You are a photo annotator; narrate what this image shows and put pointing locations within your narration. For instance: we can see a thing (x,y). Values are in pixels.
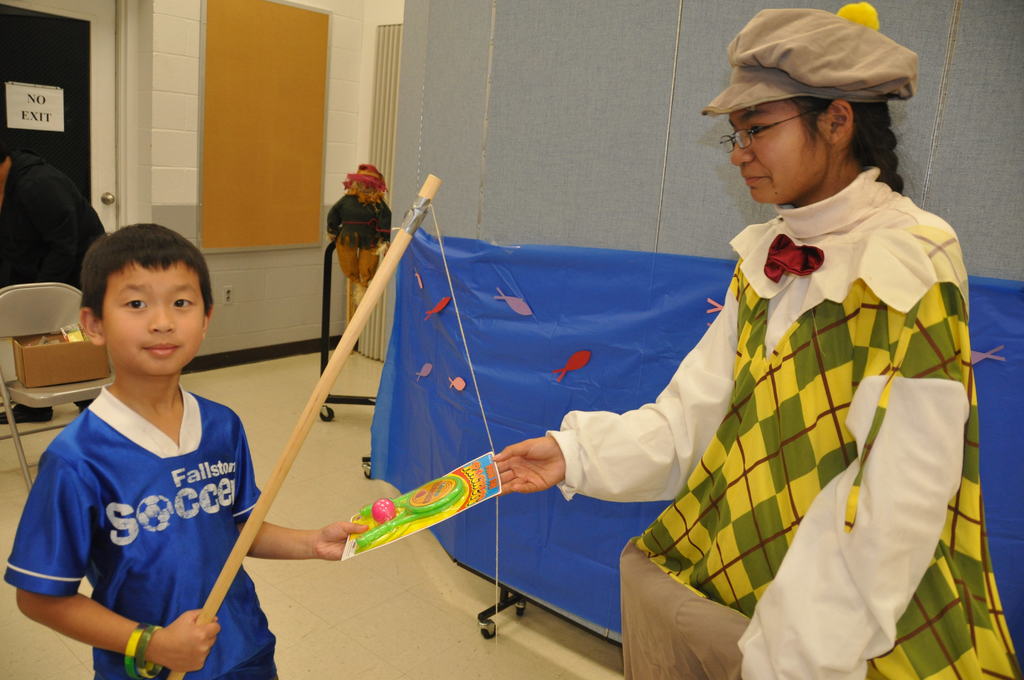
In this image we can see two persons (204,482) and there are holding objects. Behind the persons (831,270) we can see a wall (664,132), a blue object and a stand (327,268). On the left side (55,170), we can see a person (15,263) and a chair (14,289). On the chair (59,319) we can see few objects (47,336) and behind the person (38,169) we can see a door (35,71) with some text (36,121) on it.
